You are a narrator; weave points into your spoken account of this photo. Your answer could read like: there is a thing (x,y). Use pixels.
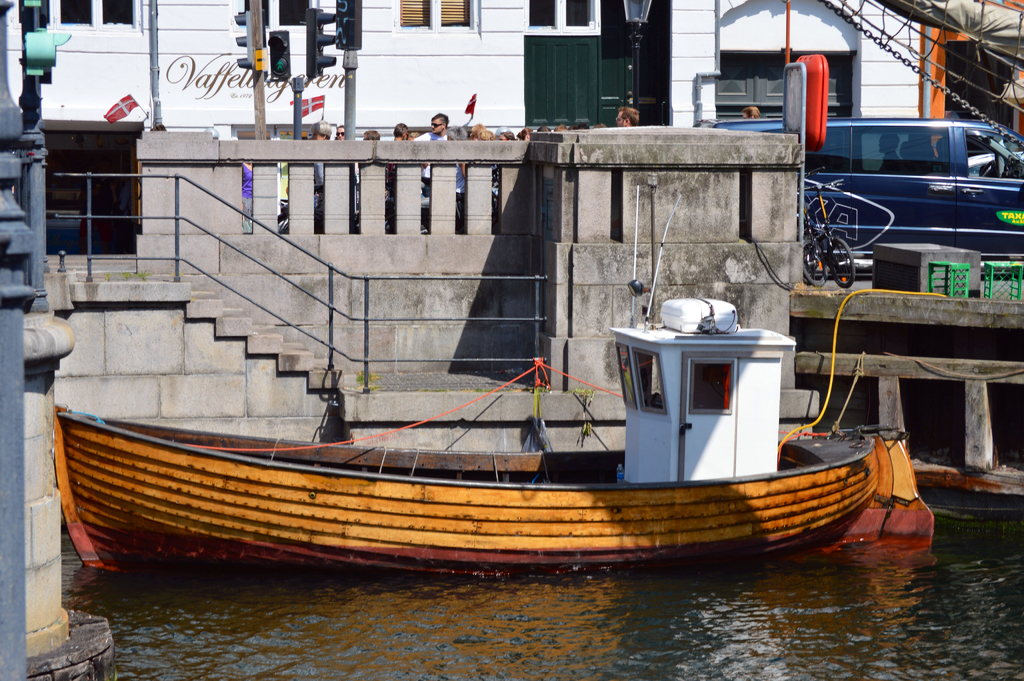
In the picture we can see the boat (127,470) in the water (176,662) and behind the boat (861,466) we can see the steps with a railing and on the top of the steps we can see some people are standing and near to them, we can see some poles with traffic lights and on the right hand side (959,154) we can see a vehicle (928,166).
